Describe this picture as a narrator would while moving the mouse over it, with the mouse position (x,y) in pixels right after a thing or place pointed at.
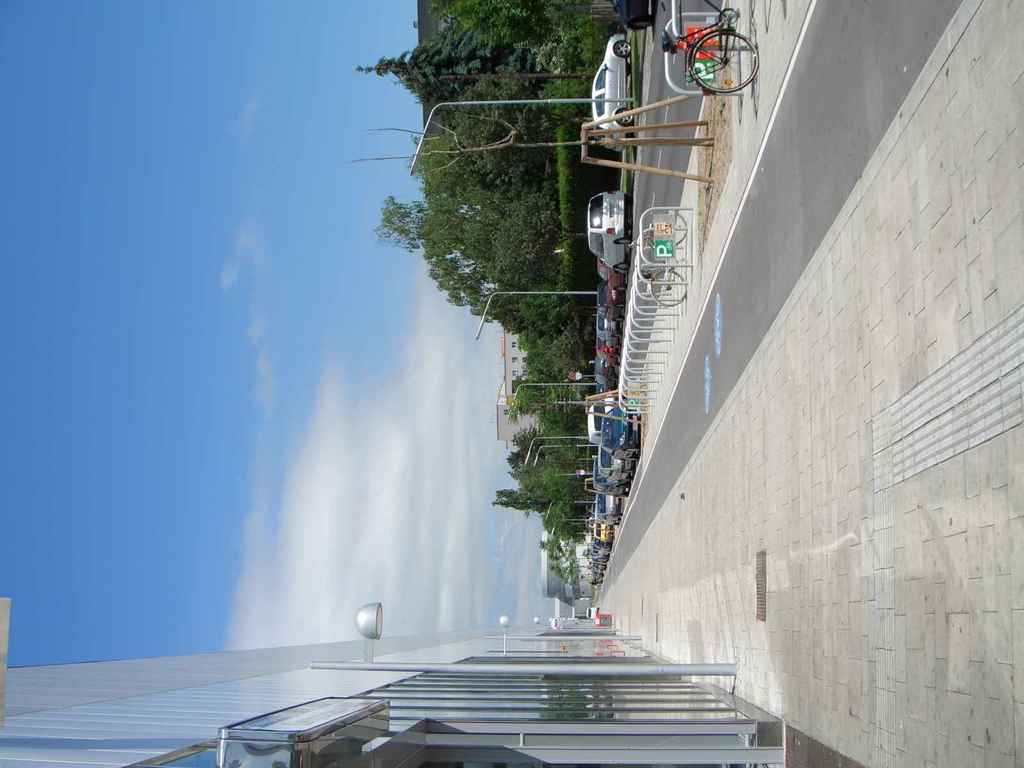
This is a vertical image of a street (886,17), there are cars (595,416) in the middle of the road (683,376) with trees (554,266) in the background (551,212), in the front (736,737) there is building (480,662) with foot path (865,560) in front of it and above its sky (202,360) with clouds (301,501).
